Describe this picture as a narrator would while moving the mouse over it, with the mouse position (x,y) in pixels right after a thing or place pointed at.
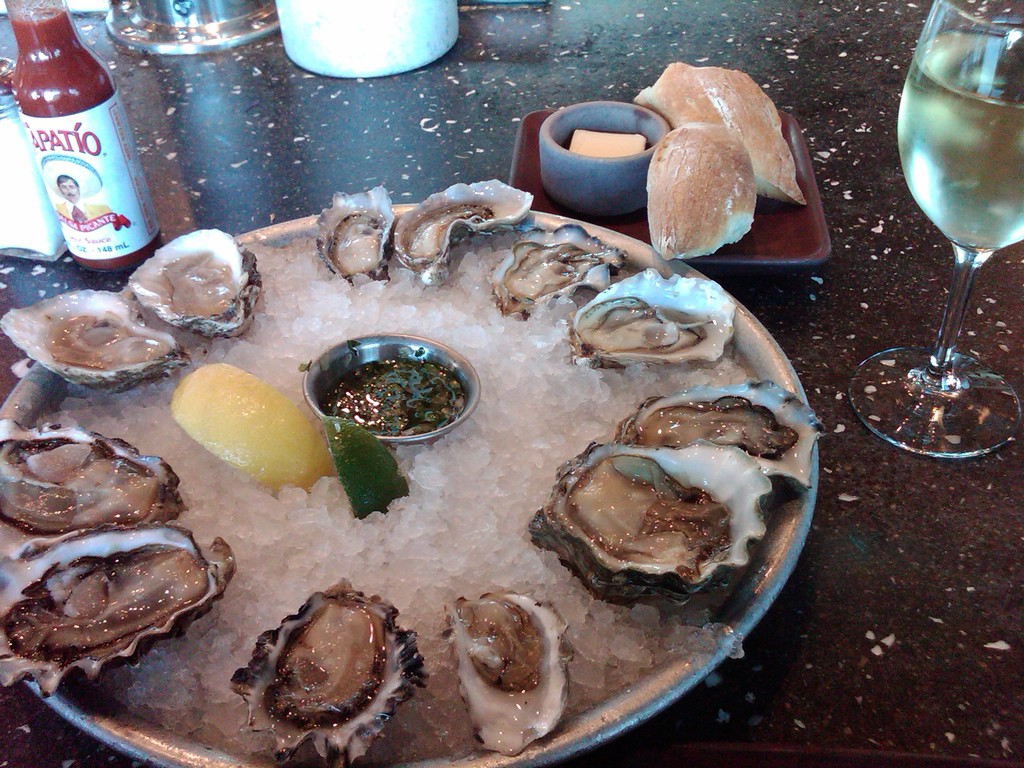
This image consists of oysters (178,492) kept on a plate (312,518) along with the ice (429,537). To the right (948,149), there is a glass of alcohol (947,209). To the left (60,207), there is a hot sauce bottle (63,161). In the middle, we can see the bread (715,217).
